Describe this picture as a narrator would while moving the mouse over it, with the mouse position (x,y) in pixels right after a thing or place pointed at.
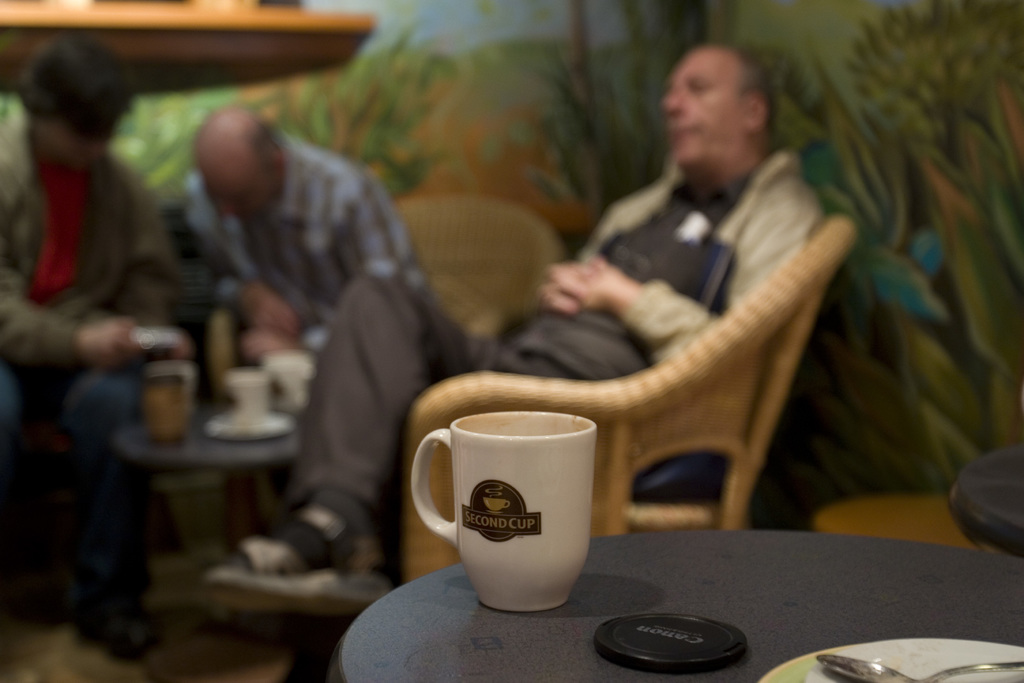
In this image there is a coffee cup (529,544) on the table (709,573) and lens cap (676,620) and at the background (248,543) there are three persons (282,246) sitting on the chairs (508,285).
